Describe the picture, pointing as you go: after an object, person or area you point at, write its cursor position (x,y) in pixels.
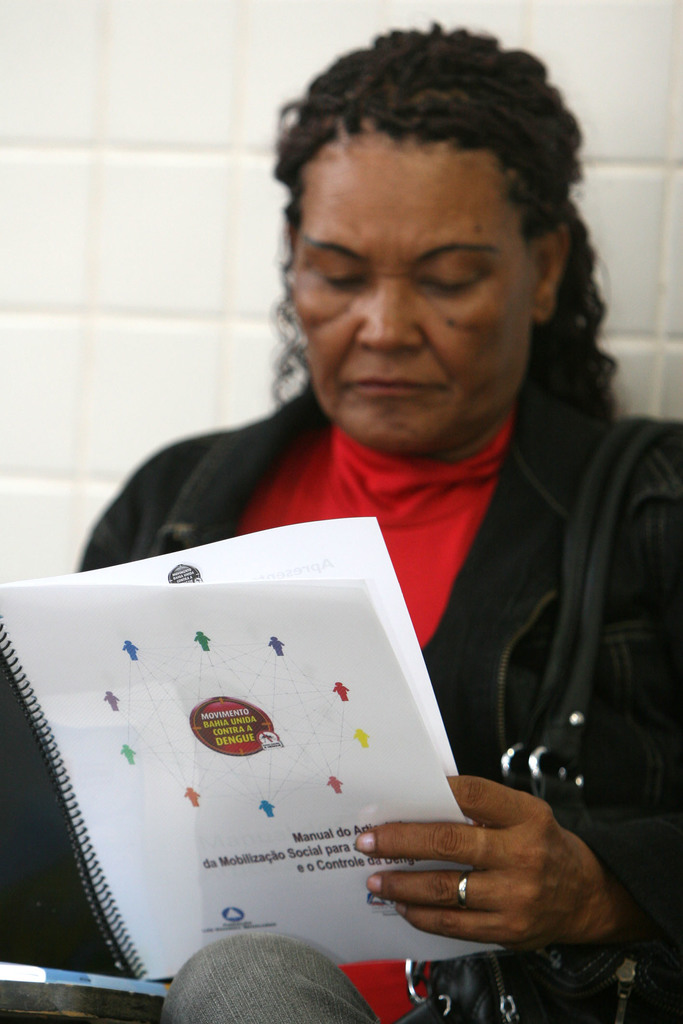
In the image there is a person (524,579) with black jacket (513,569) and red t-shirt (455,500) is holding the book (83,720) in her hand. And there is a black bag (593,498). Behind her there is a wall (646,259) with white tiles (114,344).
